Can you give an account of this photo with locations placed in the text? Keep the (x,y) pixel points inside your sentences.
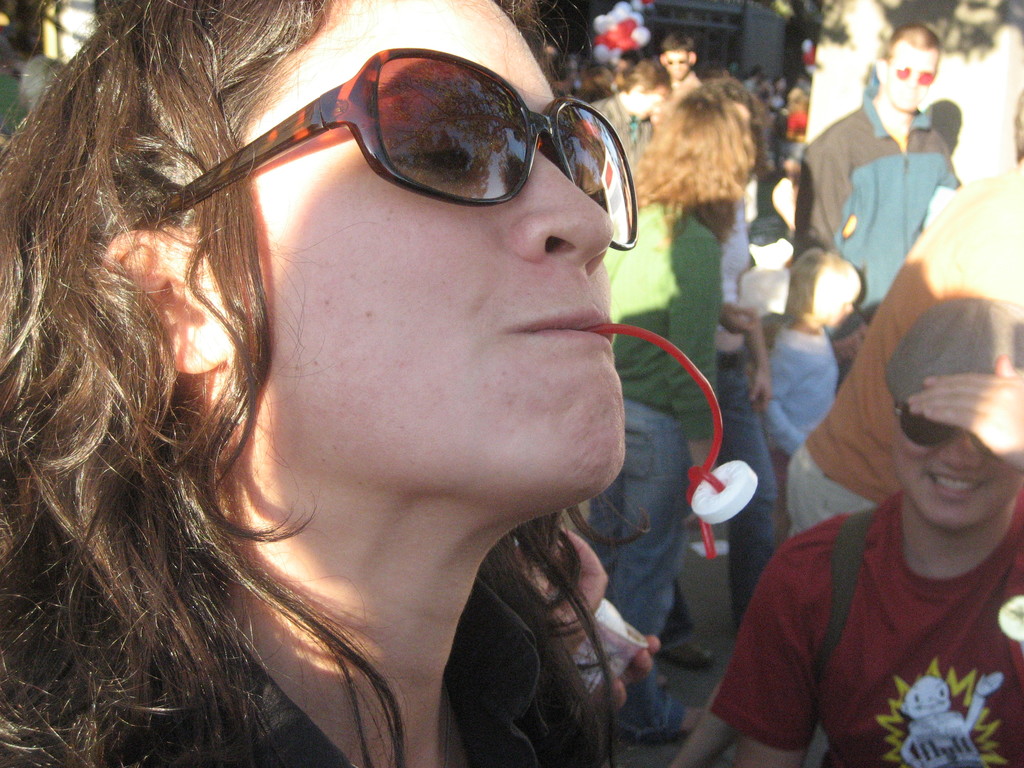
In this image i can see some group of persons (727,208) standing, in the foreground of the image (435,267) there is a woman (459,277) wearing goggles (340,98) and also kept something in her mouth (570,335).
